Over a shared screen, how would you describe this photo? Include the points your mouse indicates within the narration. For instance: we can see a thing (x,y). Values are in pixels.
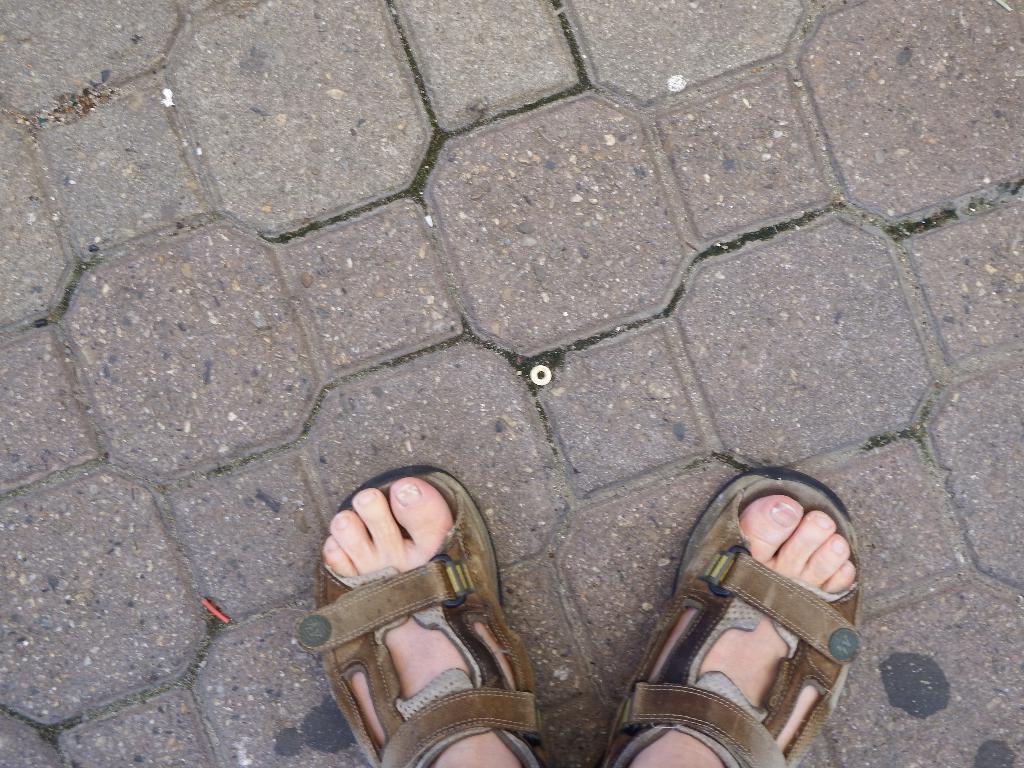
In the foreground of this image (396,544), there is a foot (435,654) of a person (711,659) on the ground (681,454).
